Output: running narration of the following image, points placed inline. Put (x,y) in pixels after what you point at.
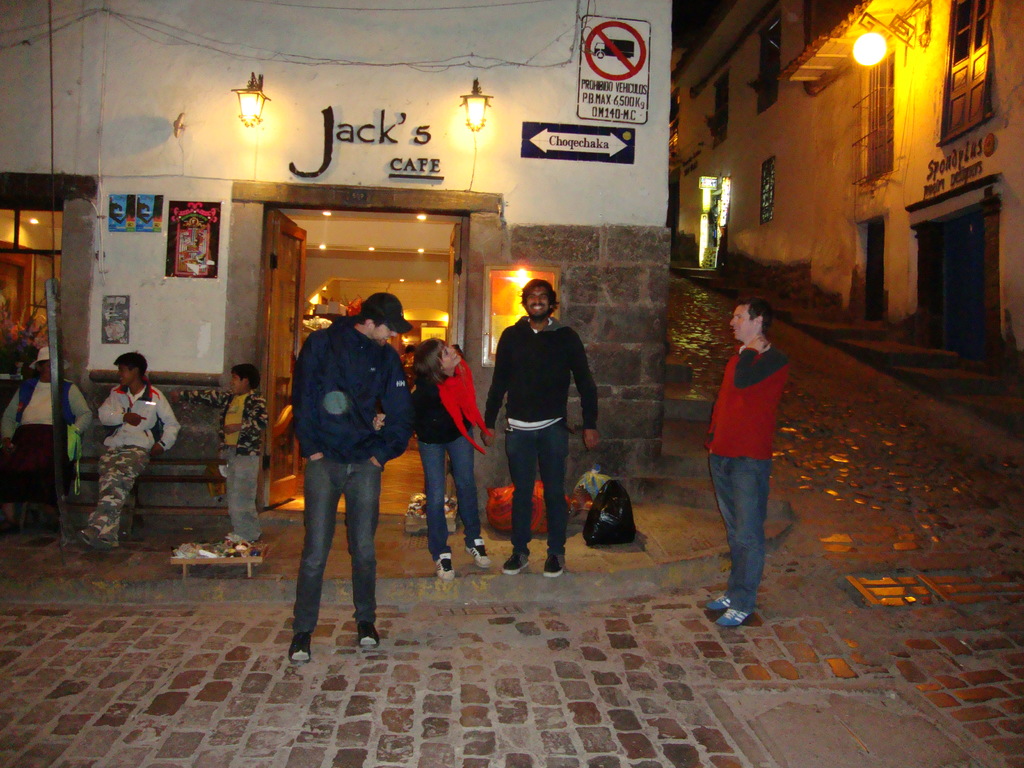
In this image I can see buildings (544,222). There are group of people (394,410), there are bags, sign boards (585,144) and lights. There are stickers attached to the wall (575,111) and also there is some text (404,130) on the wall (391,120).
